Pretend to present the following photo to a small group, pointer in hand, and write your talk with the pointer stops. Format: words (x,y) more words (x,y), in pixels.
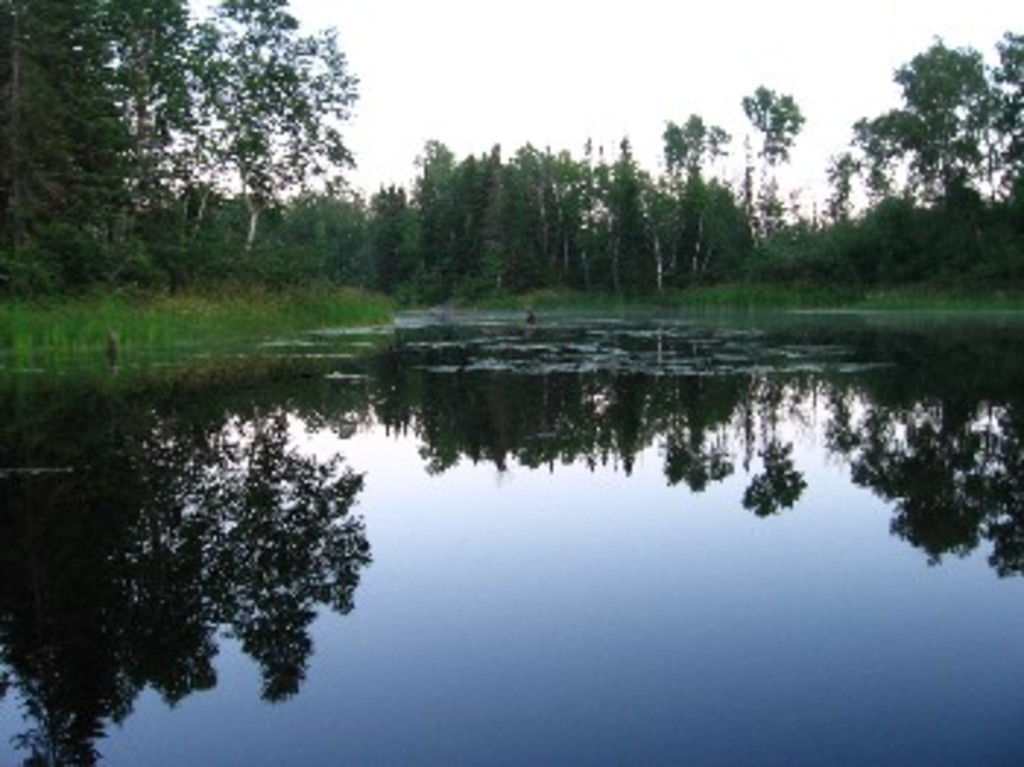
At the bottom of the image (440,628) there is water (407,468). Behind the water (394,418) there is grass (775,295) on the ground (934,291). In the background (321,202) there are trees (959,169). At the top of the image (616,132) there is sky (638,88).
